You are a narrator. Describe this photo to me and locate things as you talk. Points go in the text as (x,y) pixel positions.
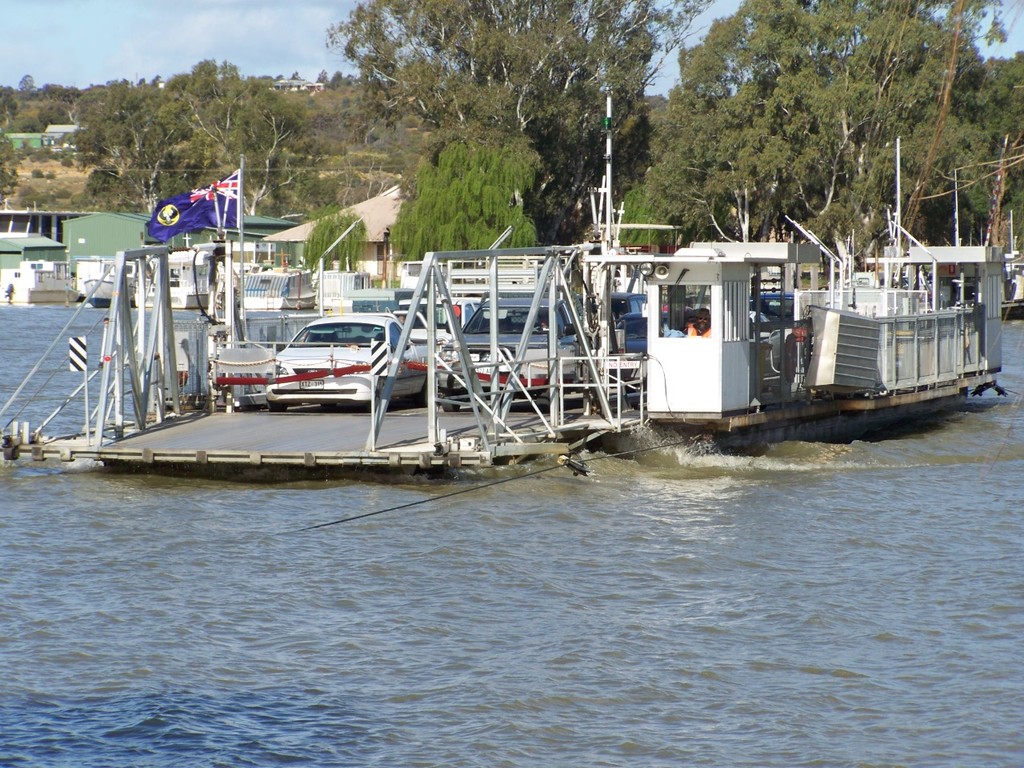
Here we can see a boat (662,376), cars (330,401), poles (386,284), flags (159,230), water (789,627), sheds (115,245), and trees (583,153). In the background (42,3) there is sky (982,33).
